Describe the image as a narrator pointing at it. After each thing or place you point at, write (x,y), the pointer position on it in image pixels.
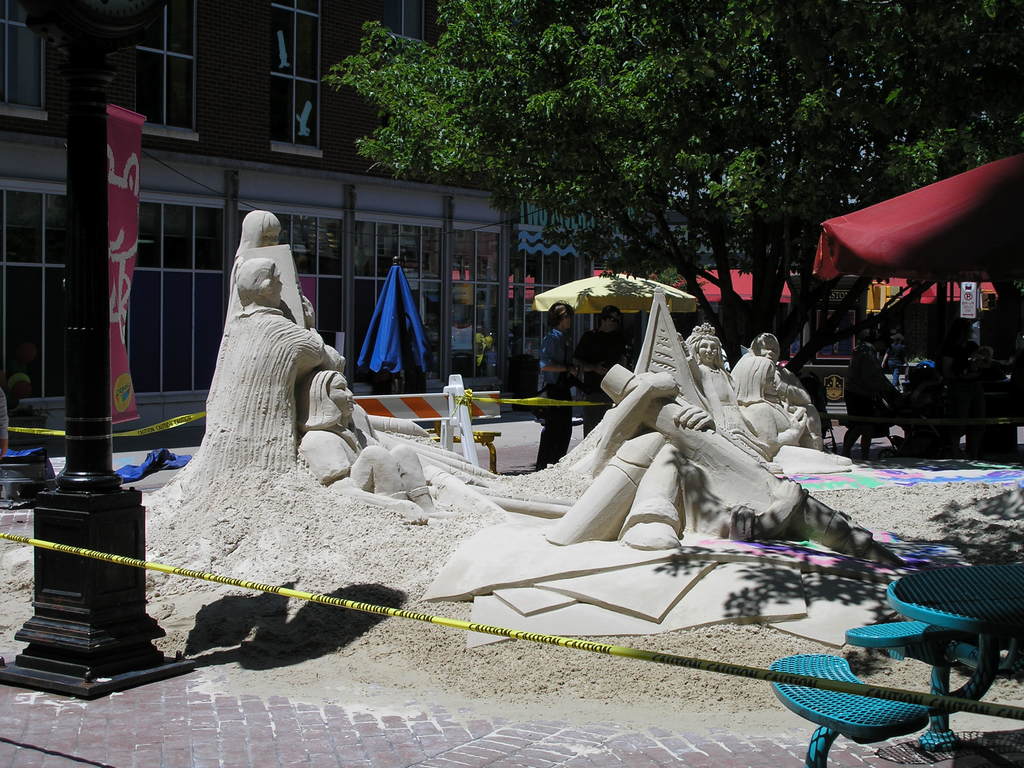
In this picture we can see sculptures (366,487) in the front (654,443), on the left side (105,321) there is a pole (102,340), in the background (340,102) there is a building (340,102), we can see a tree (747,80) on the right side (764,80), there is an umbrella (594,303) here, we can see two people (600,341) standing behind the umbrella (600,290).
